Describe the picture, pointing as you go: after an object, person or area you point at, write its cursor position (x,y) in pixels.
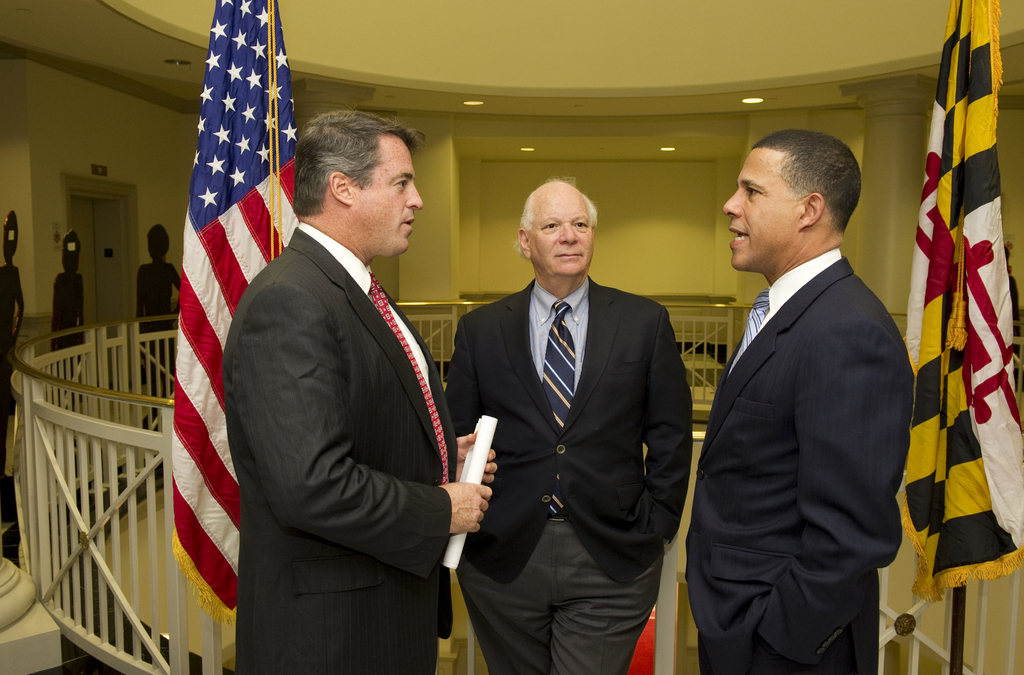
In this image I can see three persons (878,360) standing two people (736,246) standing face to face (774,236) and talking to each other I can see two flags (226,488) behind them and I can see a balcony (88,386) behind them and I can see some shadow like images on the left side of the image (11,341).
